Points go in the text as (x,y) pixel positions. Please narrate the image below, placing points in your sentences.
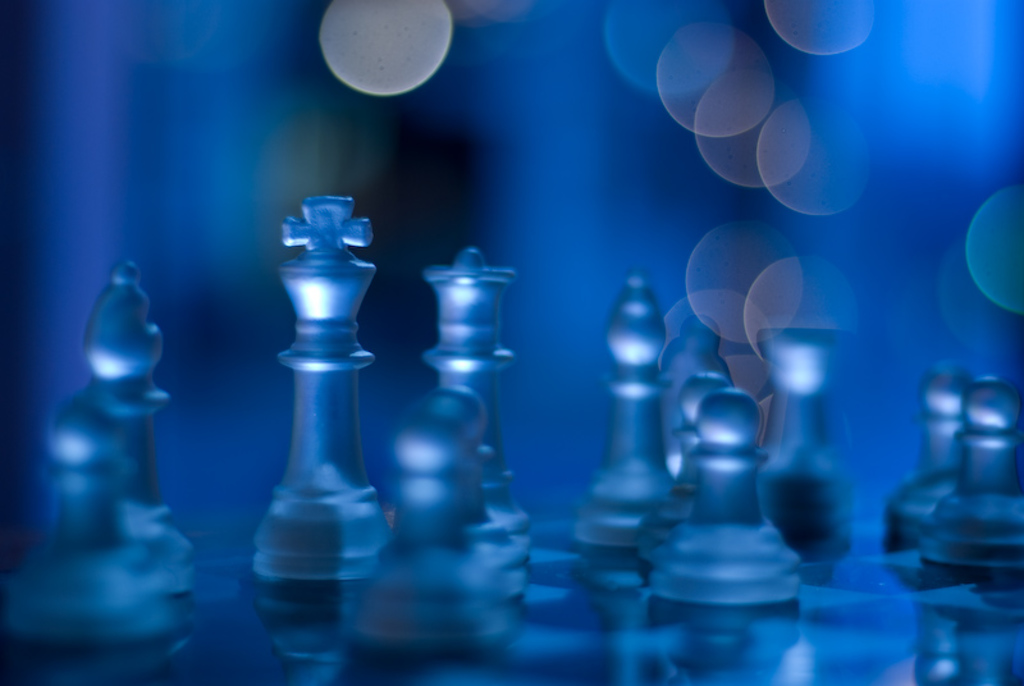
This is a zoomed in picture. In the foreground (452,624) we can see the chess coins (439,572) are placed on the top of the chess board (737,637). The background of the image (1005,158) is blurry and there are some objects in the background (414,141).
